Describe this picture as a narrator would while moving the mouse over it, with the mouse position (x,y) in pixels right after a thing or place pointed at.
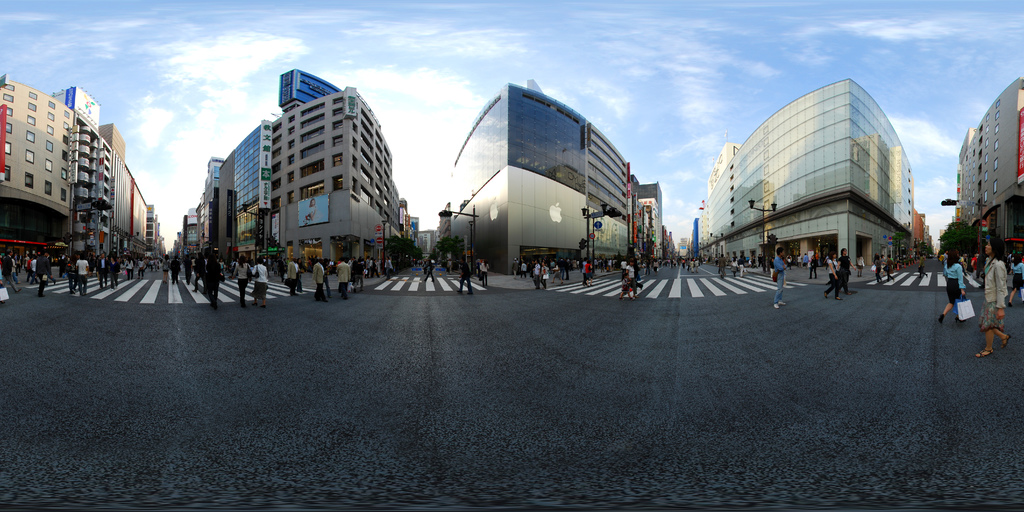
In this picture we can see a few people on the path (159,280). There are some street lights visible on the poles (593,225). We can see some text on the boards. There are a few trees (406,242) visible on the path (753,279). We can see a few buildings (35,211) in the background (568,239). Sky (641,176) is blue in color and cloudy.
